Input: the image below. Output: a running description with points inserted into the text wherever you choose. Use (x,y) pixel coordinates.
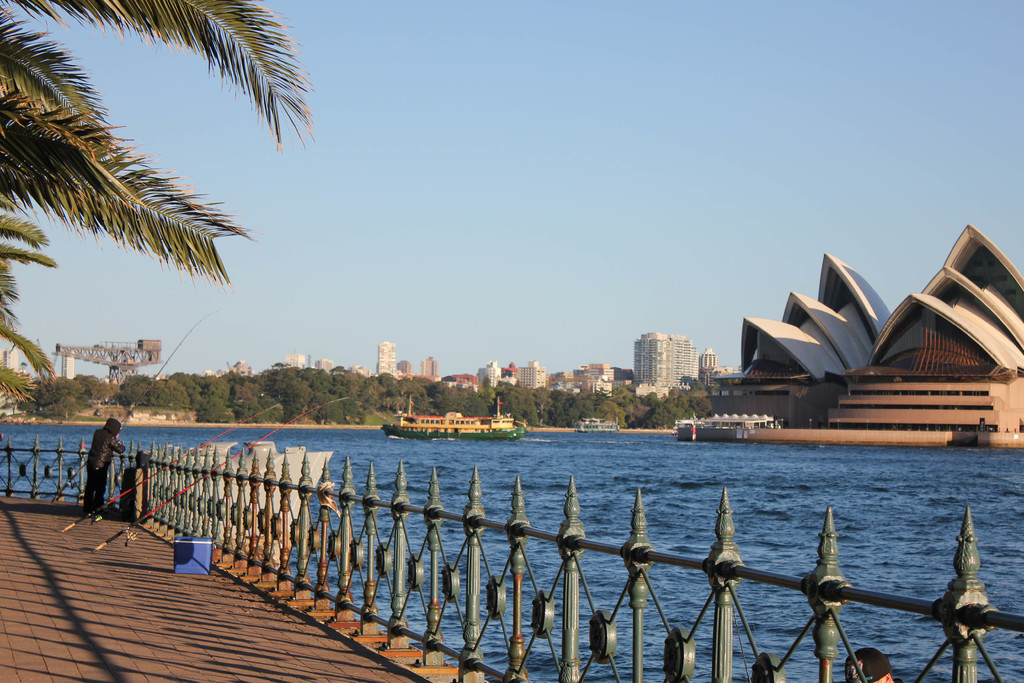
In this picture I can see a person (110,424) on the left side (113,444), in the middle (435,444) there is an iron grill (418,573) and the water (661,503), on the right side (1012,281) there are buildings (869,412), in the background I can see a boat (493,431) on the water (424,454). There are trees (485,385), at the top (539,176) I can see the sky (537,218).
